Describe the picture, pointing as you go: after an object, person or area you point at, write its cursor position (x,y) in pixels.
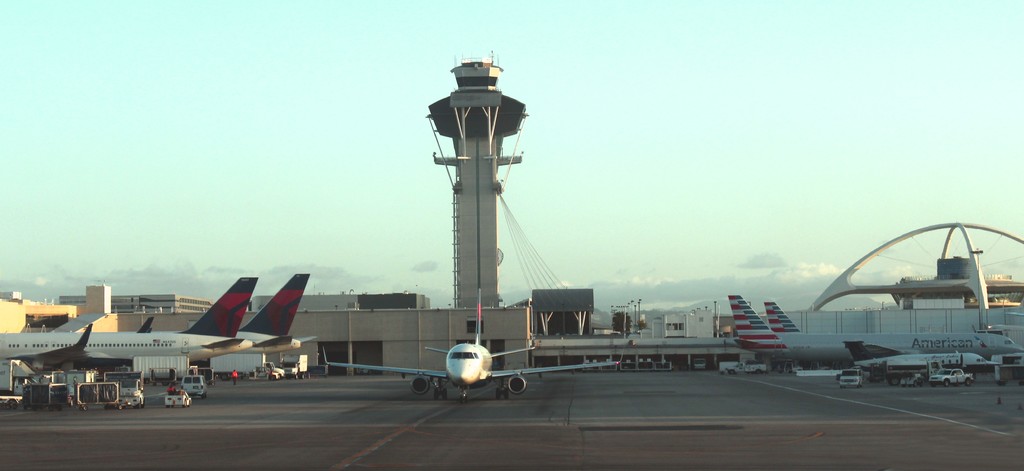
In this picture we can see buildings (490,327), tower (475,89), arches (968,245), planes (733,302), vehicles (104,396), people (175,386), cloudy sky (795,253), poles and things (620,316).
